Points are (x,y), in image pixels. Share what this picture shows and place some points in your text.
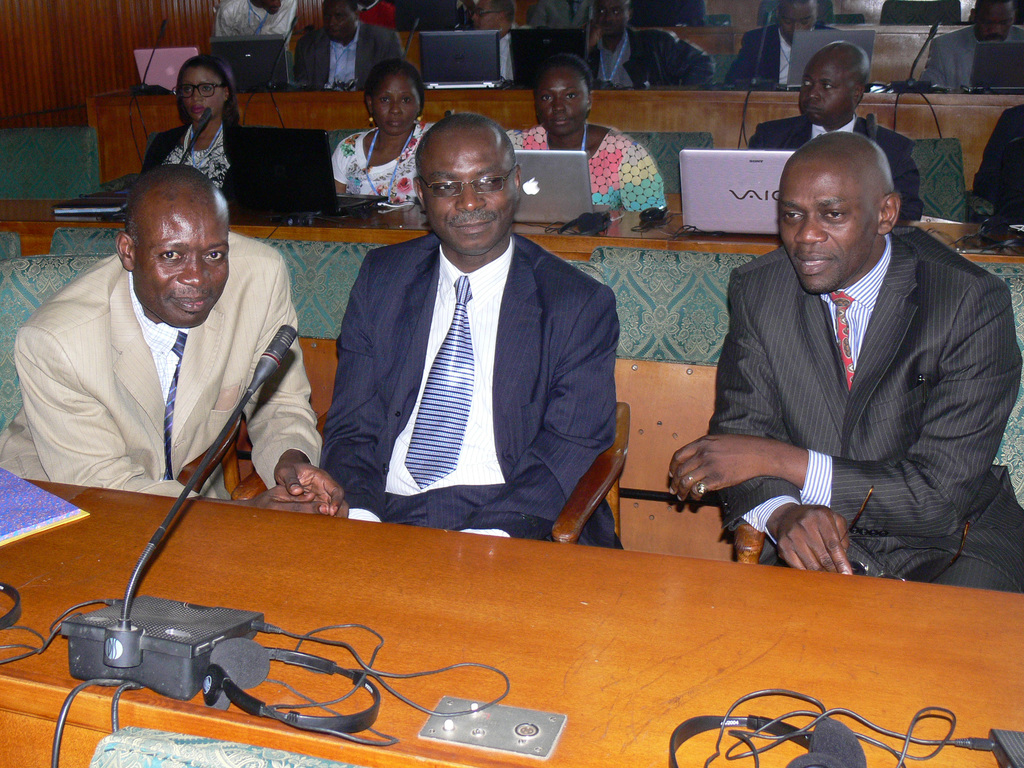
In this image there are desks (508,572), there are chairs (663,514), there are persons (196,324) sitting on the chairs (661,427), there are laptops (719,183) on the desk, there is an object (64,521) towards the left of the image (22,497), there is a microphone (278,358), there are headphones (790,728) on the desk (755,713), there are wires (355,657), there is an object (182,754) towards the bottom of the image (197,750), there is a wooden wall (134,27) towards the top of the image (118,23).
